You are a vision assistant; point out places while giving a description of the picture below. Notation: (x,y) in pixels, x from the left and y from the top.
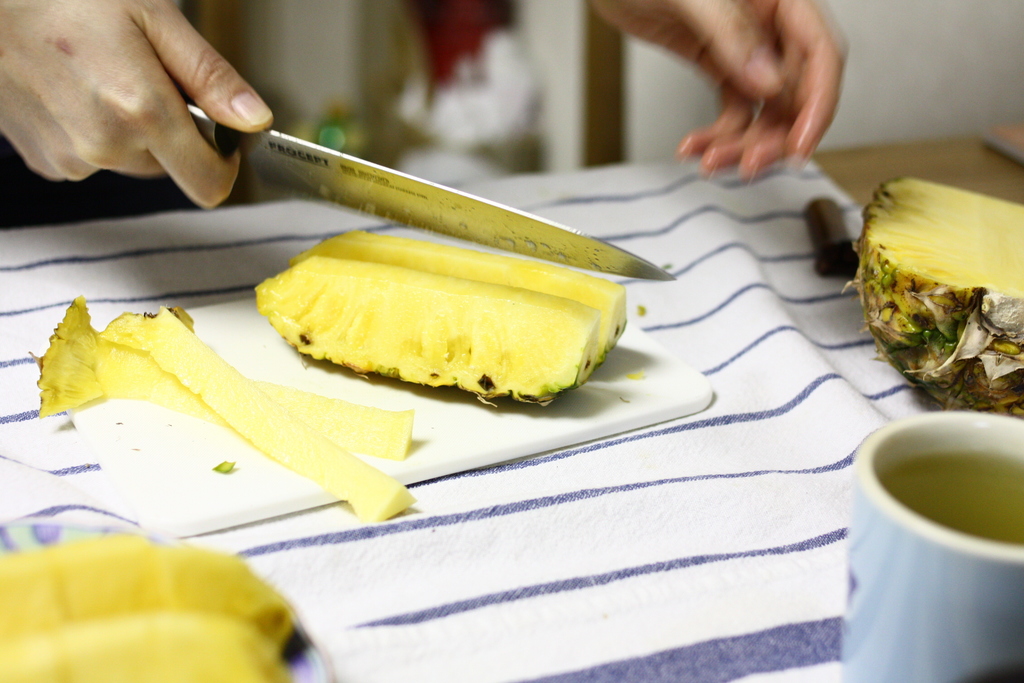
In this picture I can see pineapple (434,318) on the table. I can see a person (161,106) holding the knife (361,171). I can see the cup (871,491).
